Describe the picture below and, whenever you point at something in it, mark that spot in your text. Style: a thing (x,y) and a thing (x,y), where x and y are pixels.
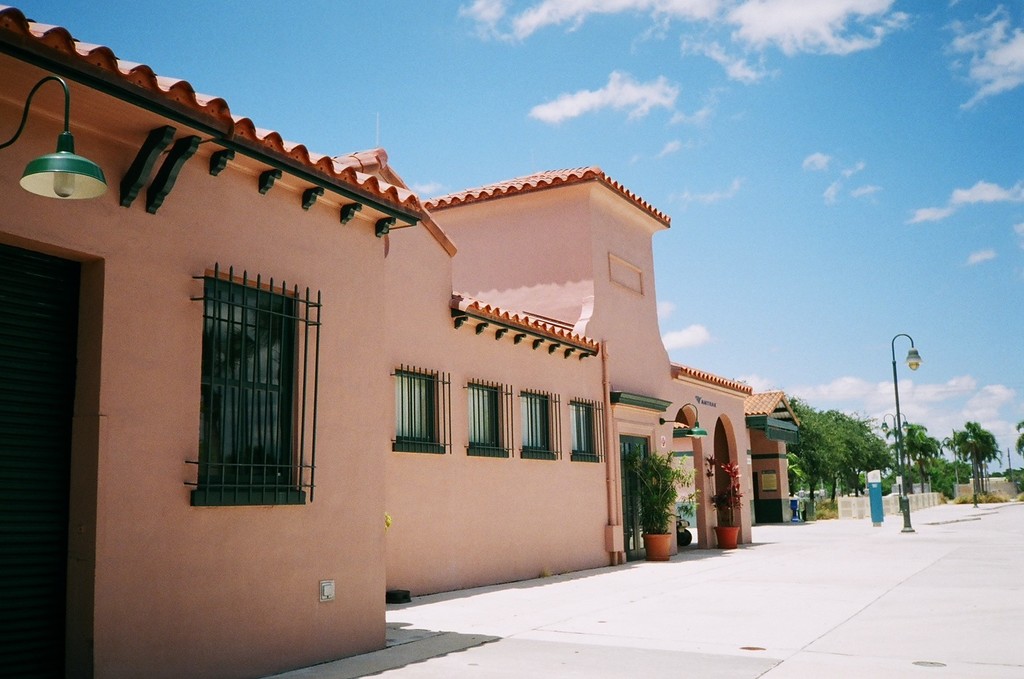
This image consists of a building (417,498) in the middle (492,426). It has windows (402,443). There are plants (723,467) and trees (829,480) on the right side (713,478). There is sky (576,91) at the top (573,76). There are lights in the middle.
